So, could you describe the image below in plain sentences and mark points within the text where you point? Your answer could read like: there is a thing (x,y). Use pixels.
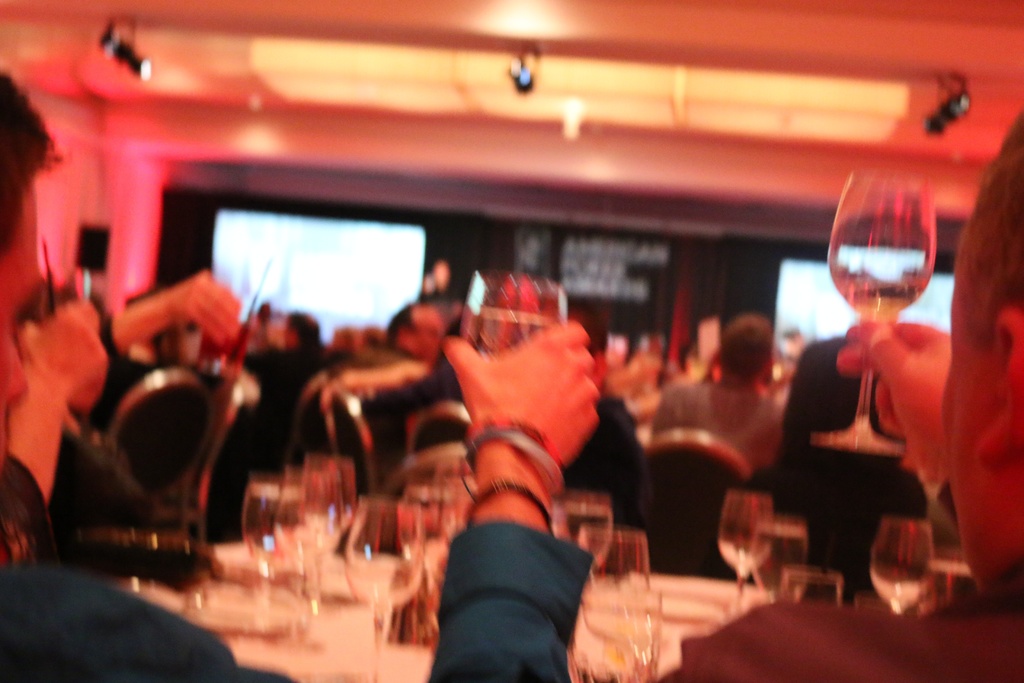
In this image at the bottom (533,519), there are some people (501,573) holding glasses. In the middle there is a table (409,598) on that there are many glasses (616,557). In the background (146,383) there are many people (610,414), tables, chairs (457,407), screens (402,276), lights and wall (112,172).
